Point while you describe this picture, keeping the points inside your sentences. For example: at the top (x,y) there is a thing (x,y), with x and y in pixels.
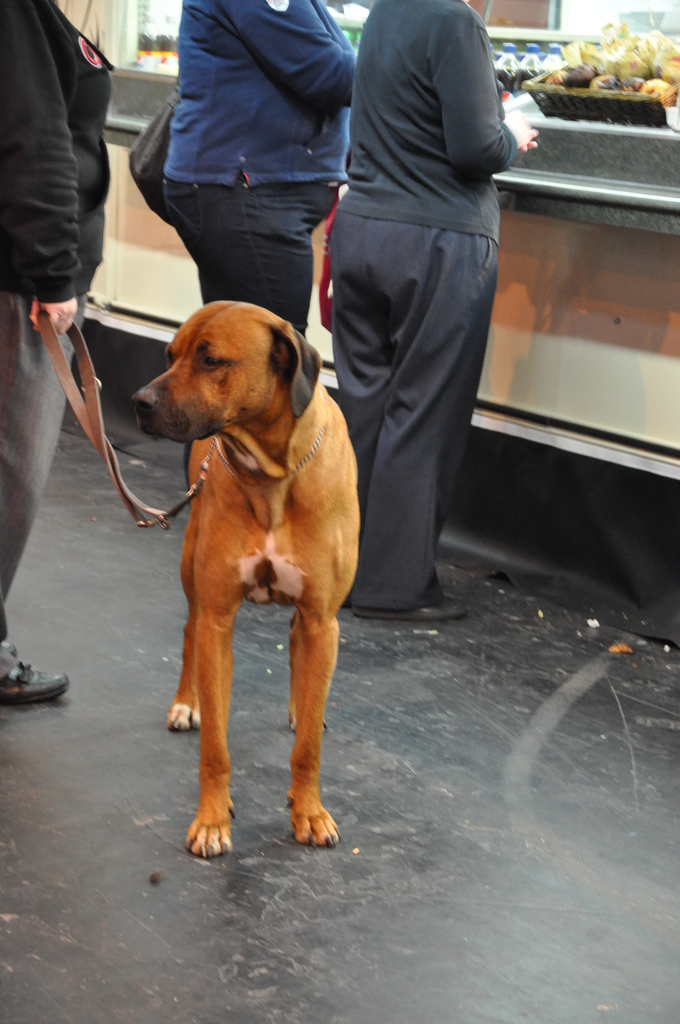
In this picture we can see one dog (311,699) standing on the surface (89,907), one person (5,68) is holding the dog (233,505) with the help of a belt (59,366). Beside we can see two persons (381,244) are standing in front of the counter (584,274).
